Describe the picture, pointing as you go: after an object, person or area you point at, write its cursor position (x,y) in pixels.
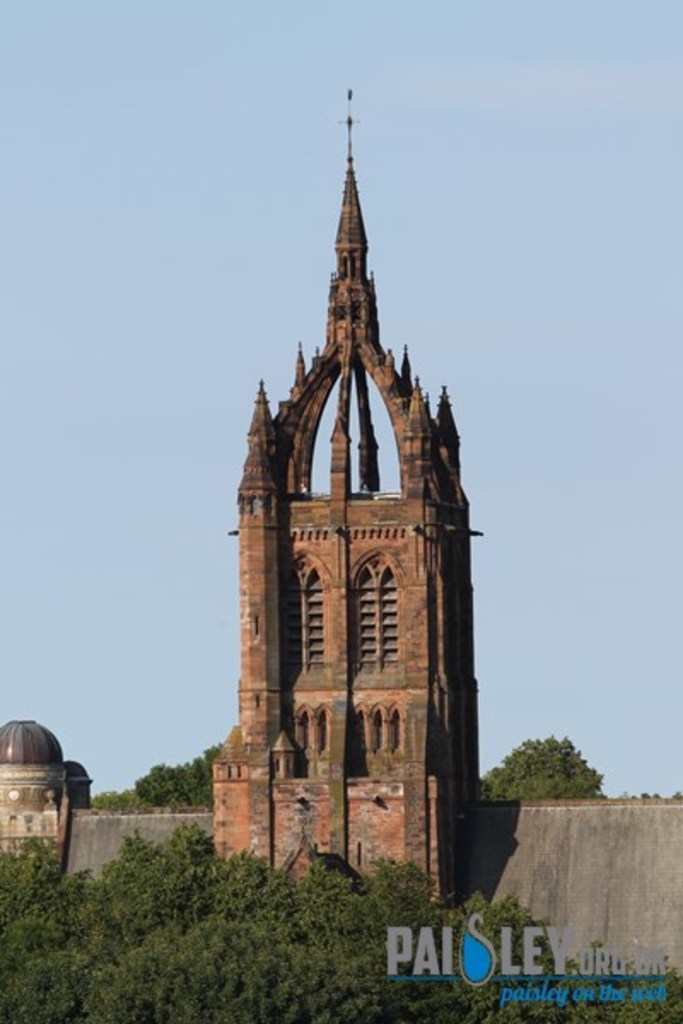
In this picture we can see few buildings (5,831) and trees (527,790), in the bottom right hand corner (583,986) we can see some text (533,945).
